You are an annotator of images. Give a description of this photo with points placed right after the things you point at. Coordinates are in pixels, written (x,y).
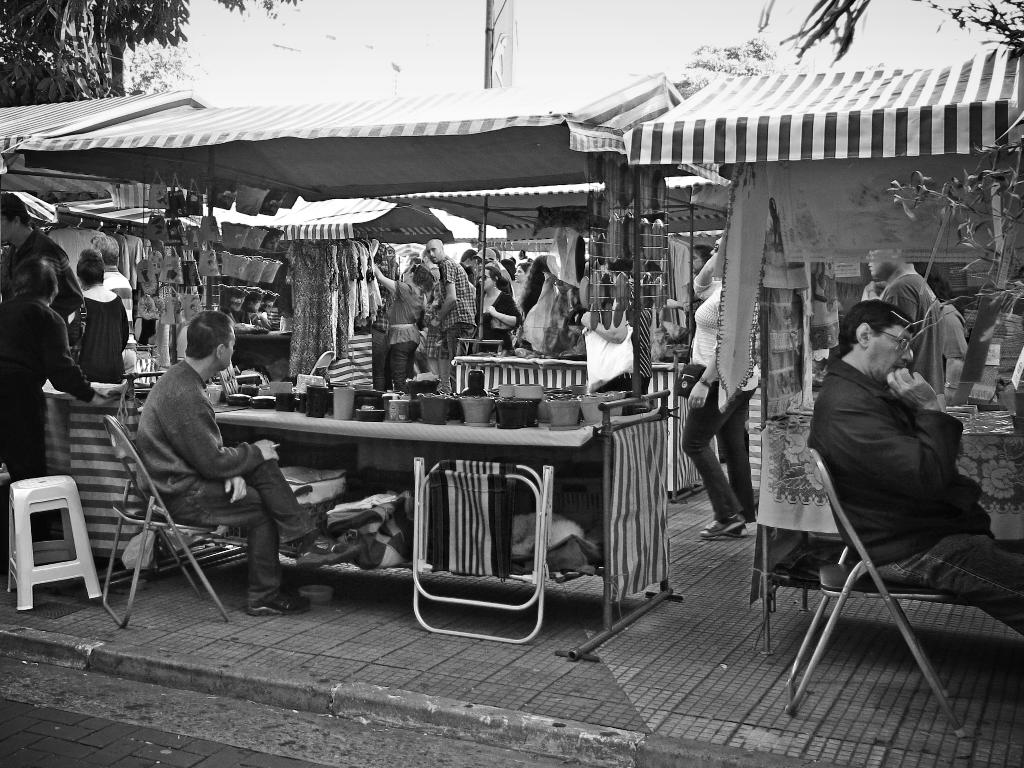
In this picture there are many stalls (637,319) of pots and clothes (340,257) and there are people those who are purchasing it, it seems to be a market place (560,464) and there are canopies (492,115) above the stalls (617,219) in the image, there are trees (184,79) around the area of the image and there are chairs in front of the stalls (95,491).
